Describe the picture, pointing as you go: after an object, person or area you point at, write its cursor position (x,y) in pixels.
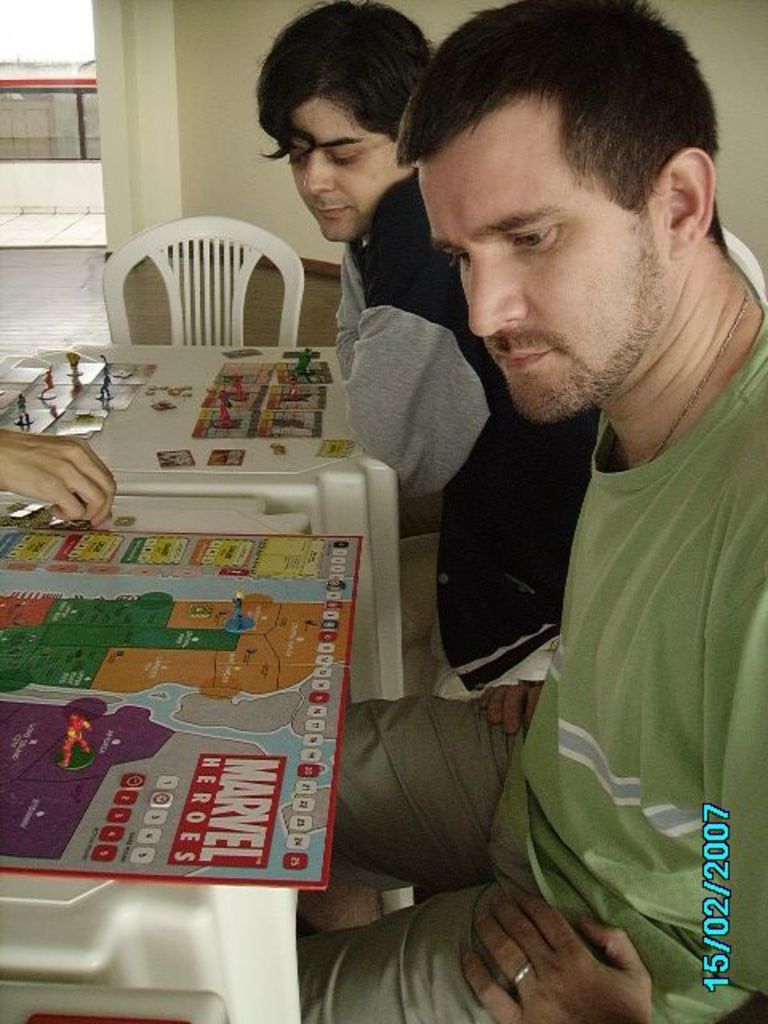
In this picture 2 mans (579,564) are highlighted. This 2 mans (578,388) sitting on a chair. In-front of this 2 mans (343,307) there is a table (299,436). This is a game board (214,589). The wall (236,125) is in cream color. Chair (174,288). The man (355,195) wore ash and black jacket (435,369).
